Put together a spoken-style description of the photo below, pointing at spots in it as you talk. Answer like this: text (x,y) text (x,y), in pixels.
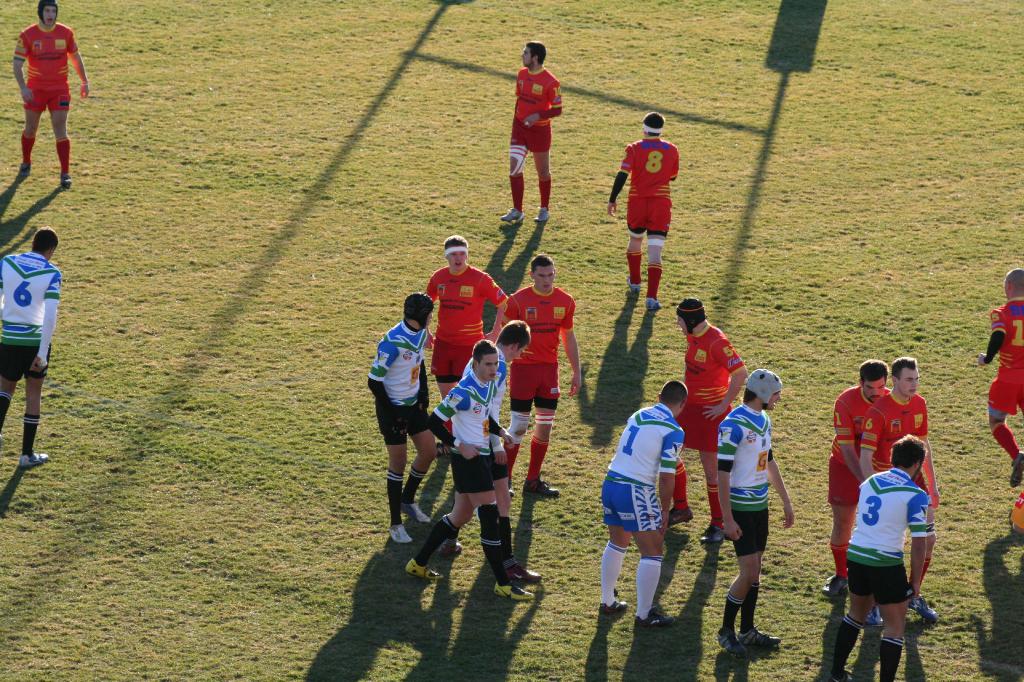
In this image we can see few people (37,88) wearing uniforms (540,141) standing on the ground (785,140).
